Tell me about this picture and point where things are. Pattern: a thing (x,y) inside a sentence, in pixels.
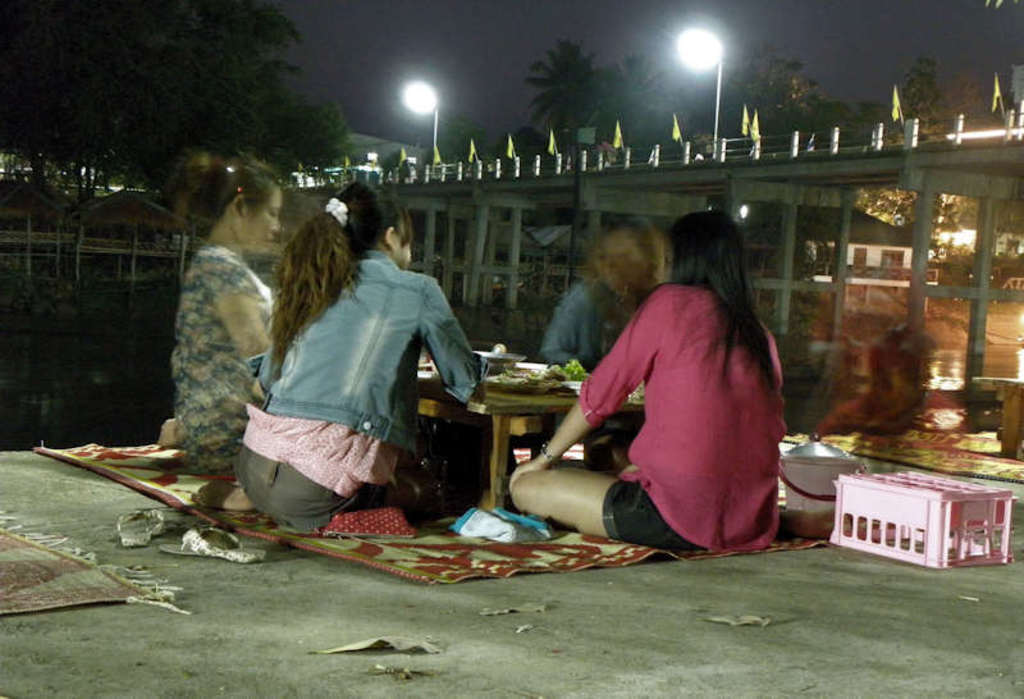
In this image we can see few people (651,521) sitting on the mat (934,458) and there are some other objects (980,553) on the floor (934,584) and we can see a table (497,418) with some objects (572,363) in the middle (510,384). There is a bridge (982,173) over the water (1000,363) and we can see some flags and there are some houses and trees (76,139) in the background (733,62) and at the top (451,69) we can see the sky (403,83).
